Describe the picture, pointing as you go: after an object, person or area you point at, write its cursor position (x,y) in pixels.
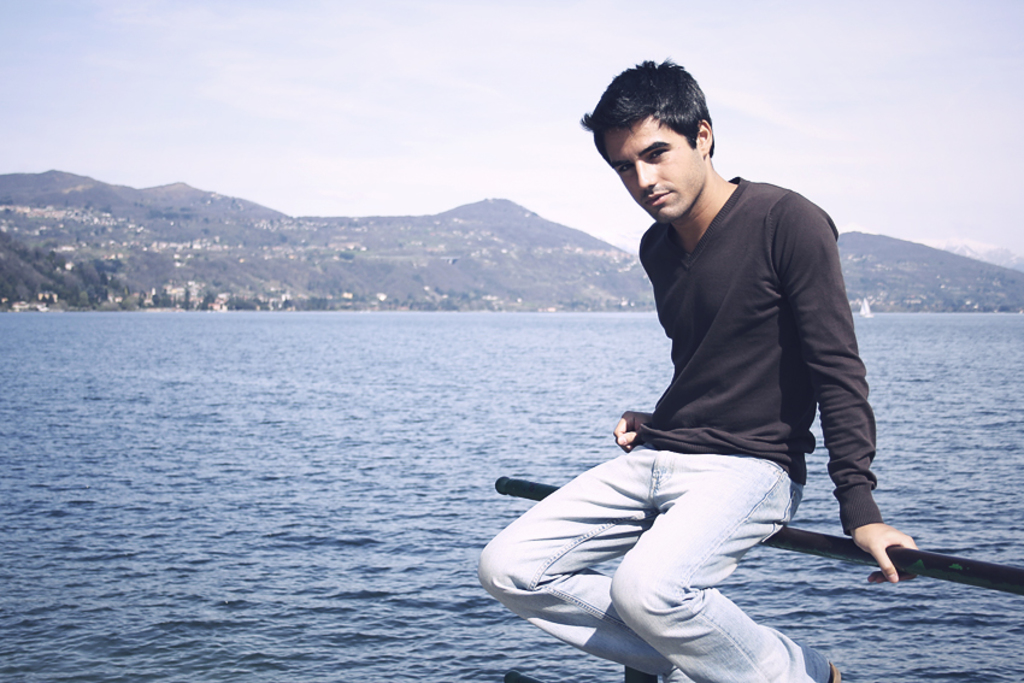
In this image, we can see a person (563,523) sitting on a pole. We can see some water (325,440) and trees (76,302). There are a few houses (210,300) and hills (324,290). We can also see the sky (212,91).
